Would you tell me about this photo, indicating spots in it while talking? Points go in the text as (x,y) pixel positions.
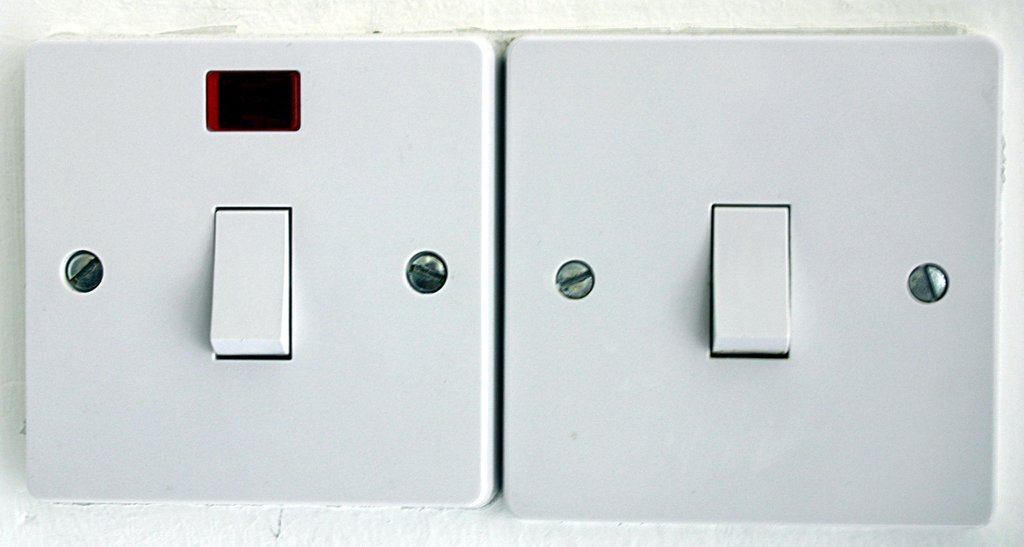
These are the two switches (558,296) which are in white color.
